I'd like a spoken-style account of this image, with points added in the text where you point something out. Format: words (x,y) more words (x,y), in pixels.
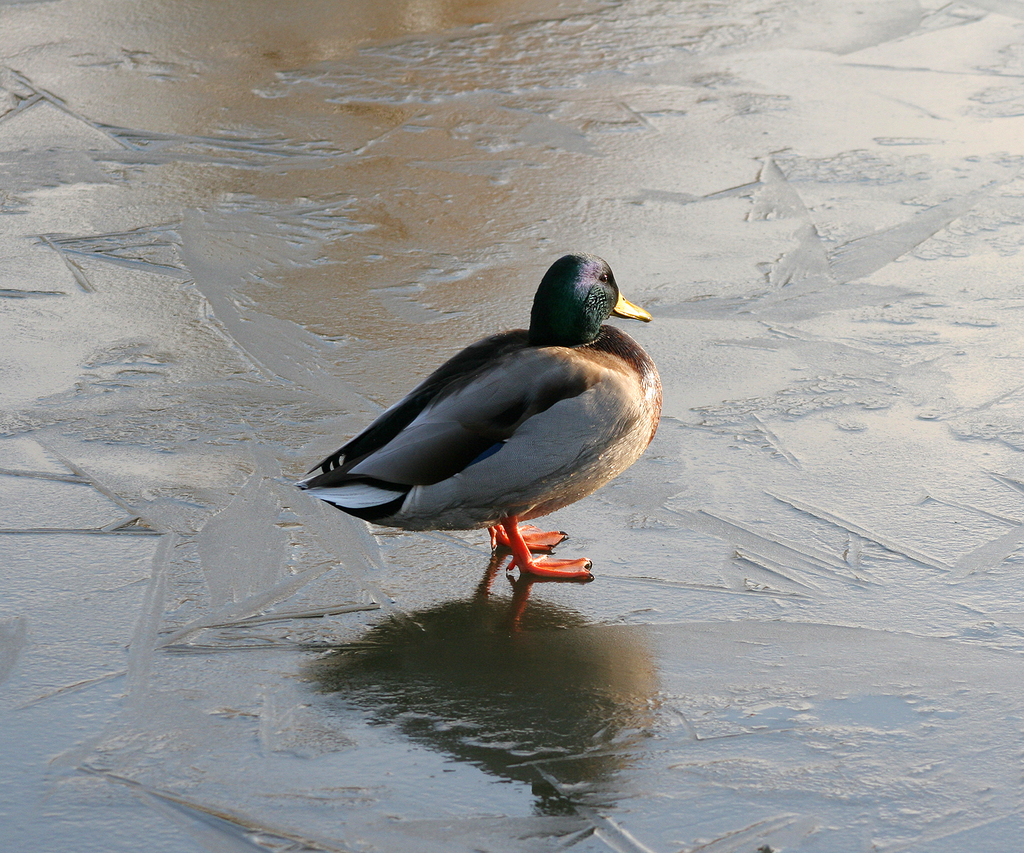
In this picture, we can see a bird (588,385) on the wet ground (615,591).
